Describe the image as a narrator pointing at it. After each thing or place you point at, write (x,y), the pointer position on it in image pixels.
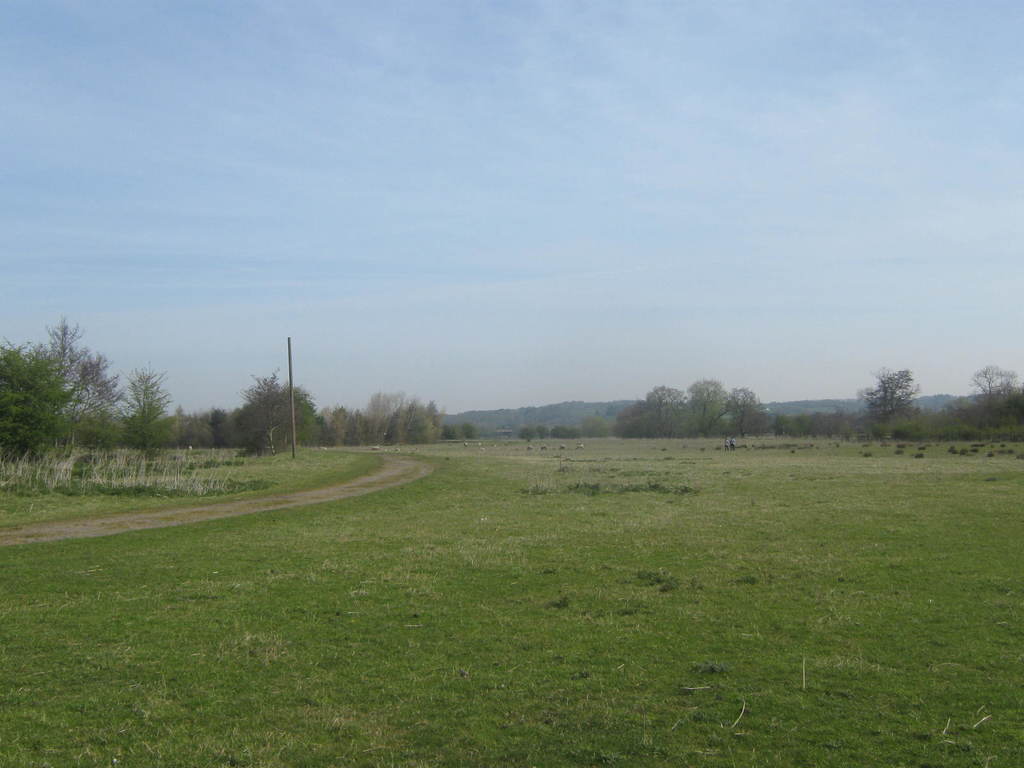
In this picture I can see there is grass (443,672), plants (81,467) and trees (298,429) and the sky (554,306) is clear.
